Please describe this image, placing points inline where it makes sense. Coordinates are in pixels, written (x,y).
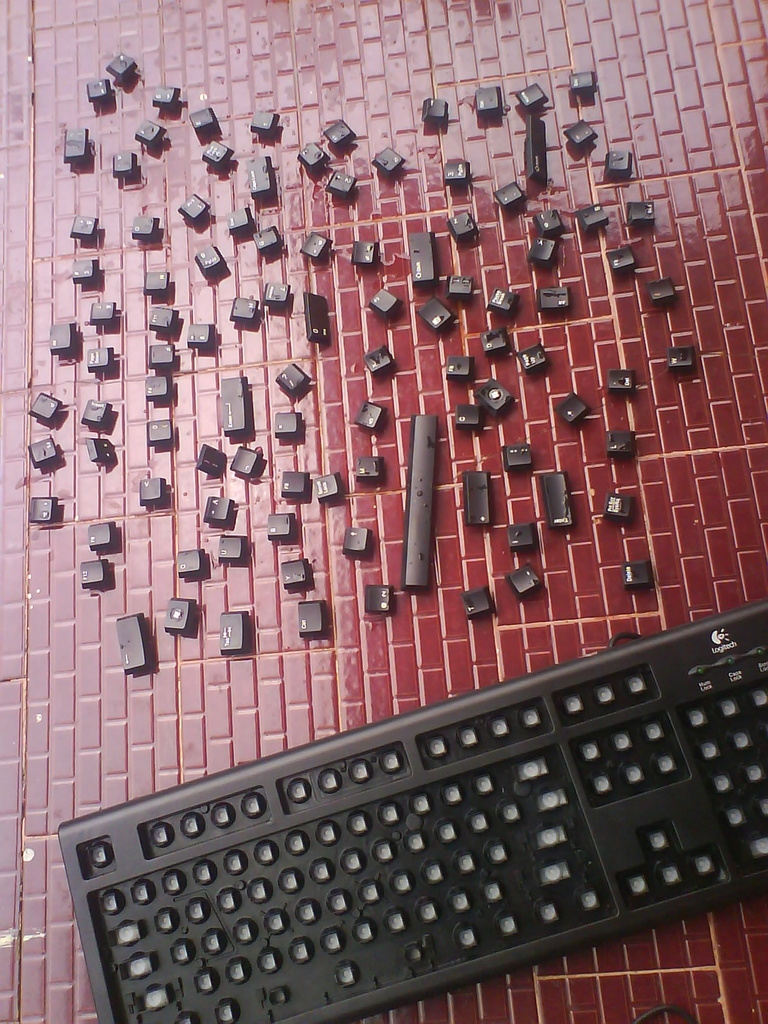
In this picture we can see a keyboard (366,767) and the keyboard keys (245,222) on an object (175,763).
